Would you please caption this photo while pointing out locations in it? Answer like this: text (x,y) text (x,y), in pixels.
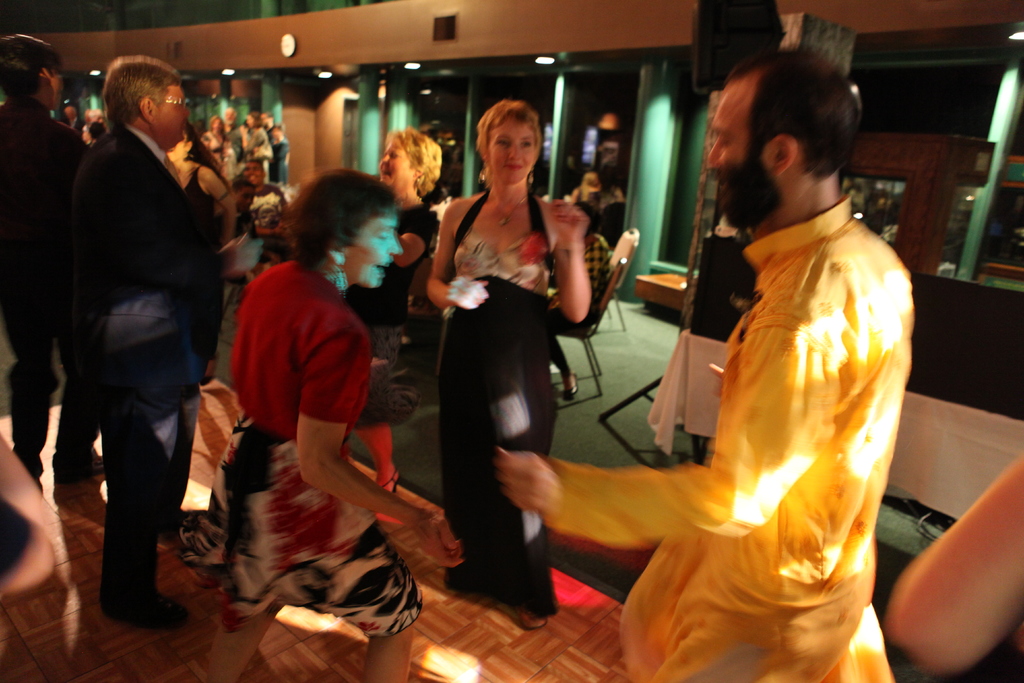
In the picture we can see some people (133,323) are standing and one woman (236,433) and a man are dancing and in the background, we can see some people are sitting on the chairs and behind them, we can see a wall (292,152) with pillars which are green in color and to the ceiling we can see the lights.
